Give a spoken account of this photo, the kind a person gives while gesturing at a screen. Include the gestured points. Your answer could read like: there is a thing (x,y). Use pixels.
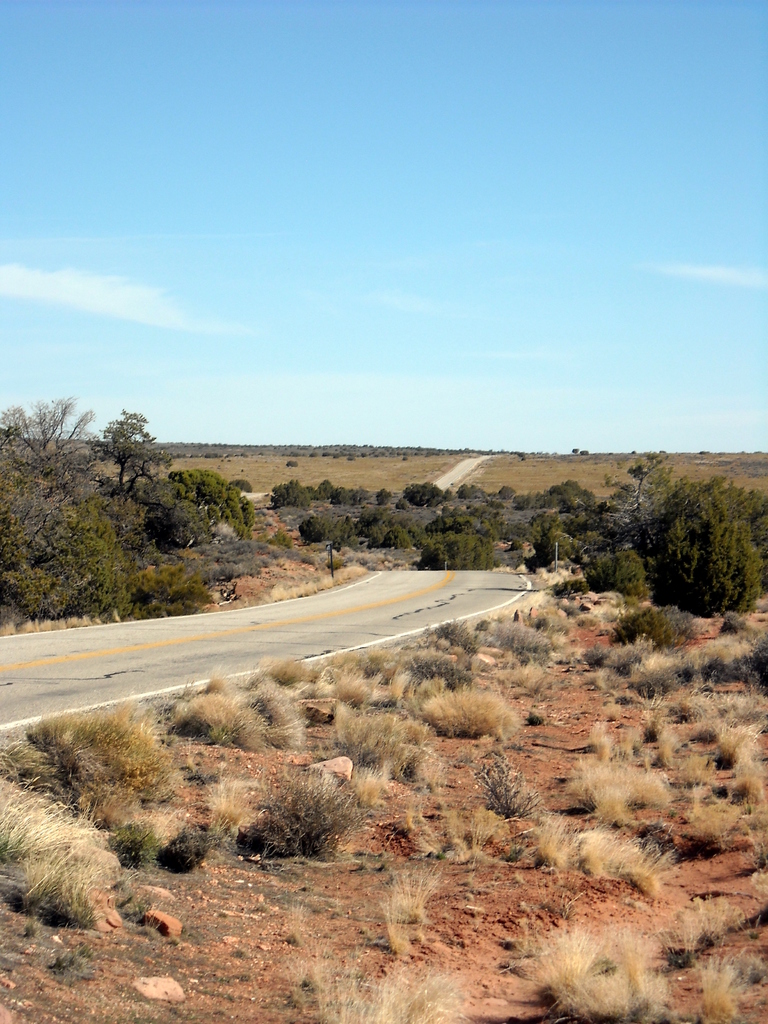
This is the road (238,652). I can see the dried grass (388,780). These are the trees (125,466) and bushes (501,527). Here is the sky (311,222).
